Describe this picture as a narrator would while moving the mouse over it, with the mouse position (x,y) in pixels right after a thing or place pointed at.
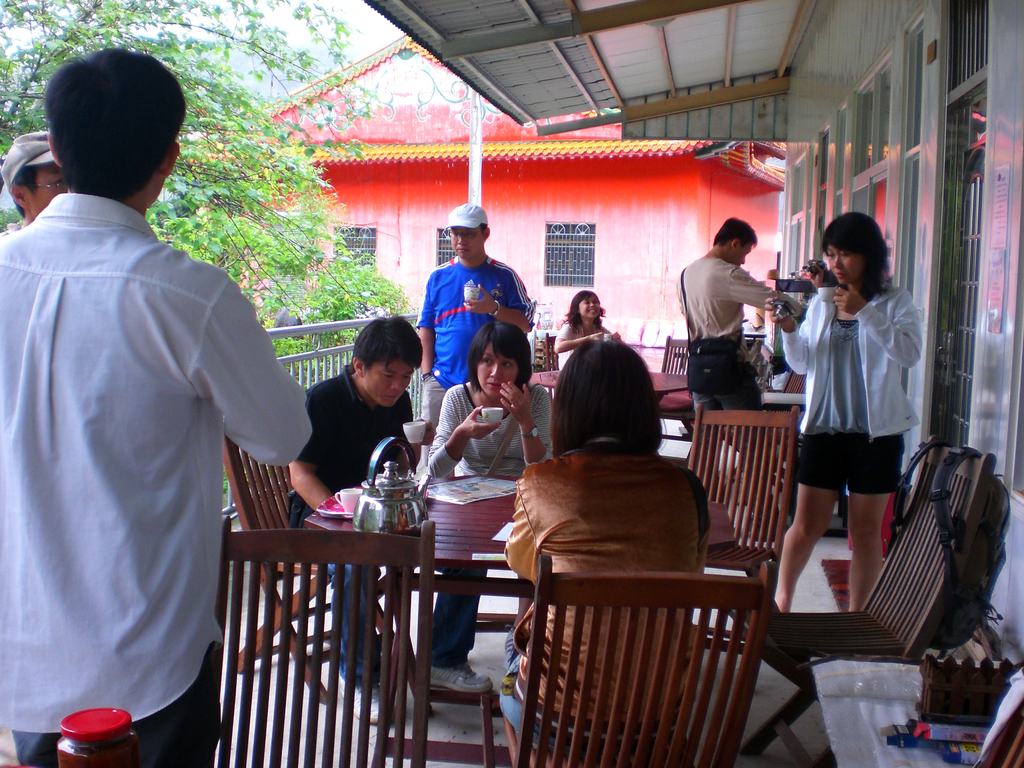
In this image we can see a group of people (549,427) sitting on chairs (612,615) placed on ground (443,726) In front of a table (479,528). One person (385,407) is wearing a black t shirt (342,412) is holding a cup (419,419) in his hand (418,447). On the table (444,522) we can see a kettle (402,499) and a paper (451,492). To the left side of the image (181,360) we can see two persons (109,301) standing and a jar (125,766). To the right side of the image (810,652) we can see a bag (953,613) on a chair (929,632) and a woman (857,314) holding a camera (785,316) in her hand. In the background (752,294), we can see a person (724,318) carrying a bag (712,373), two buildings (736,182), a shed (697,62), tree (188,154) and the sky (363,39).
